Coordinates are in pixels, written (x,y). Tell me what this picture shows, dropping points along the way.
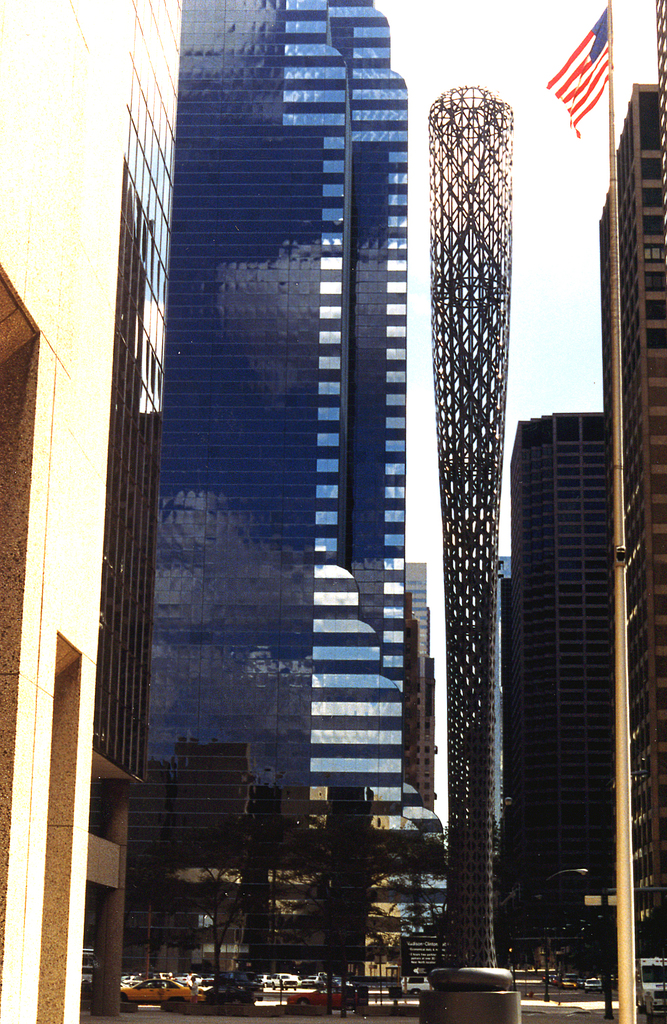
In this image I see the buildings (377,282) and I see trees (418,852) over here and I see few vehicles (652,969) and I can also see a flag (572,95) on this pole (618,373). In the background (421,498) I see the sky (516,316).
